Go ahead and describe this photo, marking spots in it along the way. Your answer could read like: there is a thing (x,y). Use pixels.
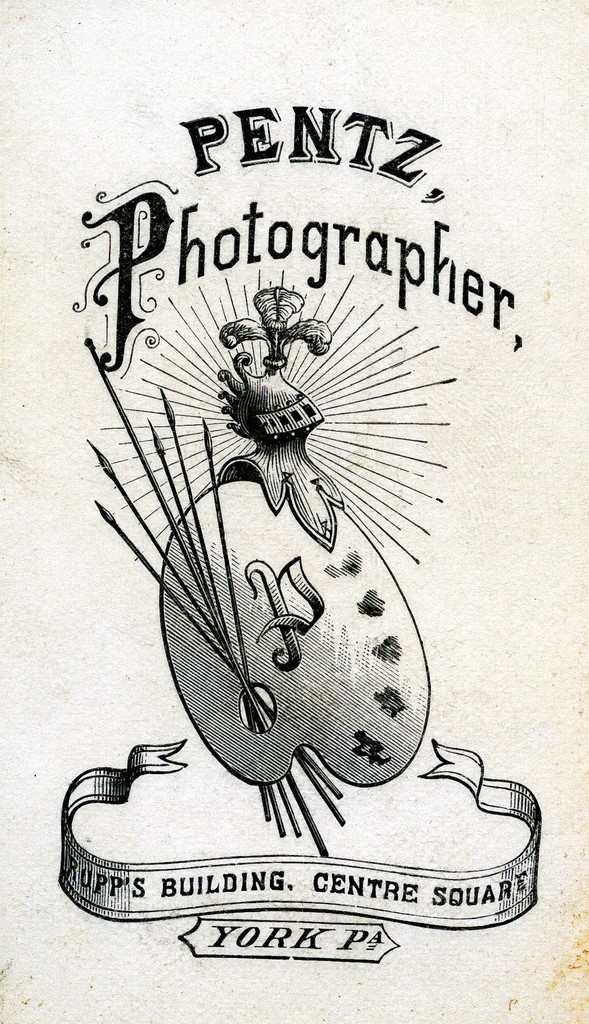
In this picture we can see a cover photo (498,610), we can see picture (292,505) of something and some text (297,148) here.
